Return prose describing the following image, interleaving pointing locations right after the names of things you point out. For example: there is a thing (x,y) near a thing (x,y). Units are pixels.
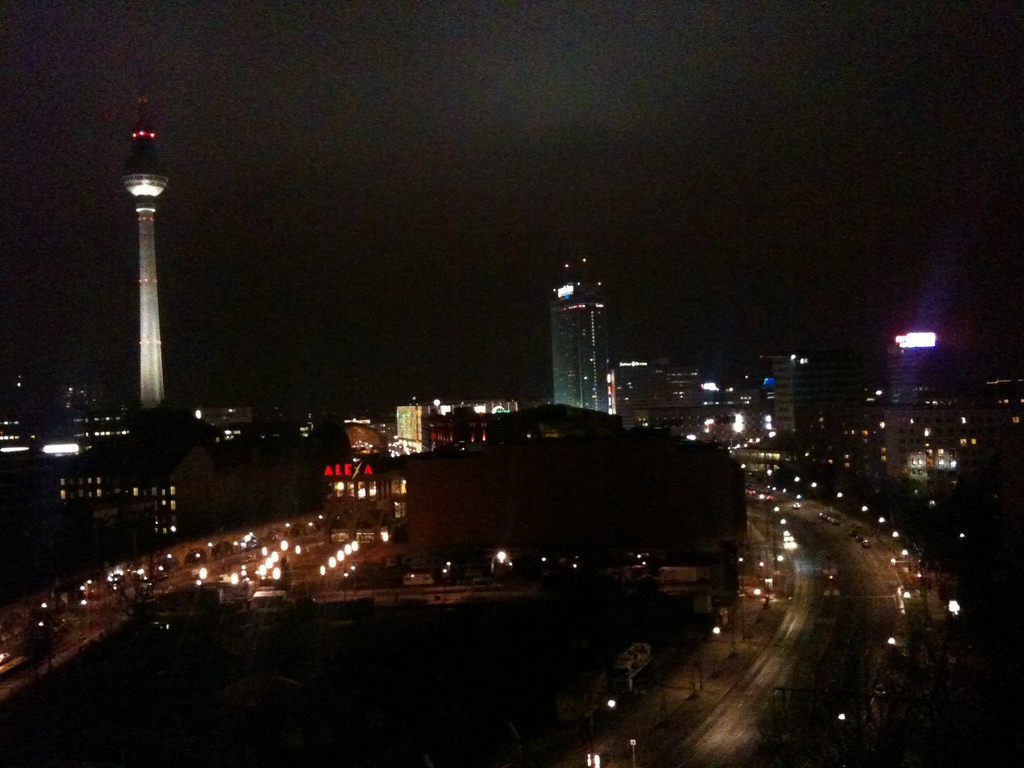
In the picture we can see a night view of the city (883,655) with roads (806,531) and vehicles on it and besides the road (741,741) we can see lights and behind it we can see some buildings (567,406) with lights (5,448) and we can also see some tower buildings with lights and a tower (139,182) and behind it we can see a sky (116,210) which is dark.
